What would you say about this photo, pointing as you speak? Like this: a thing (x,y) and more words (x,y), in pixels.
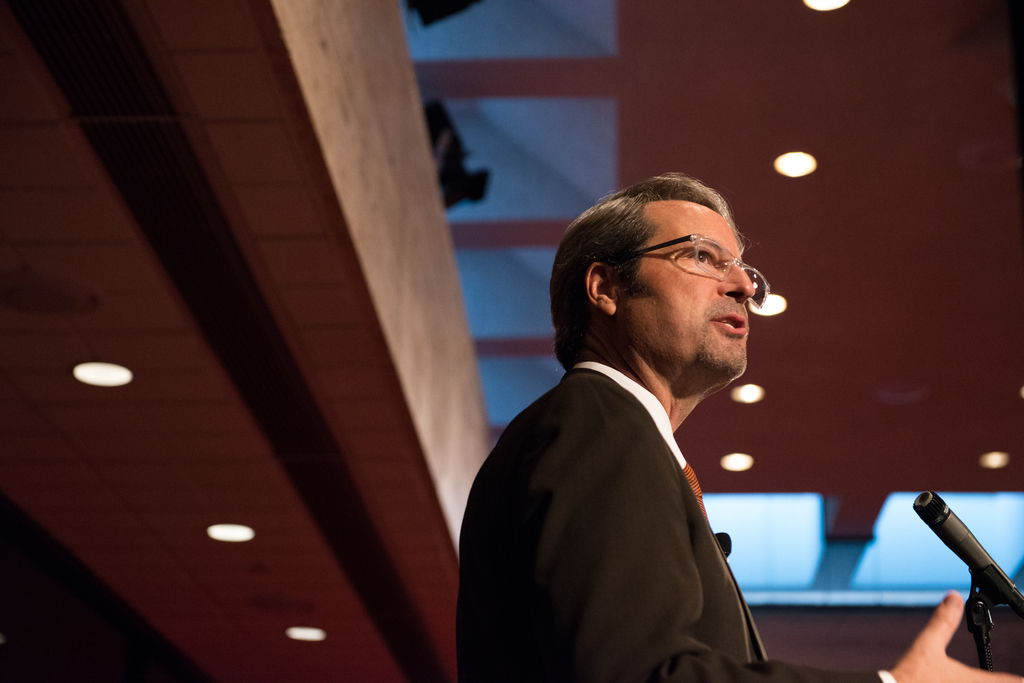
In this image, I can see the man (612,556) standing. This is the mike (973,576). These are the ceiling lights (292,636), which are attached to the ceiling (801,295).
